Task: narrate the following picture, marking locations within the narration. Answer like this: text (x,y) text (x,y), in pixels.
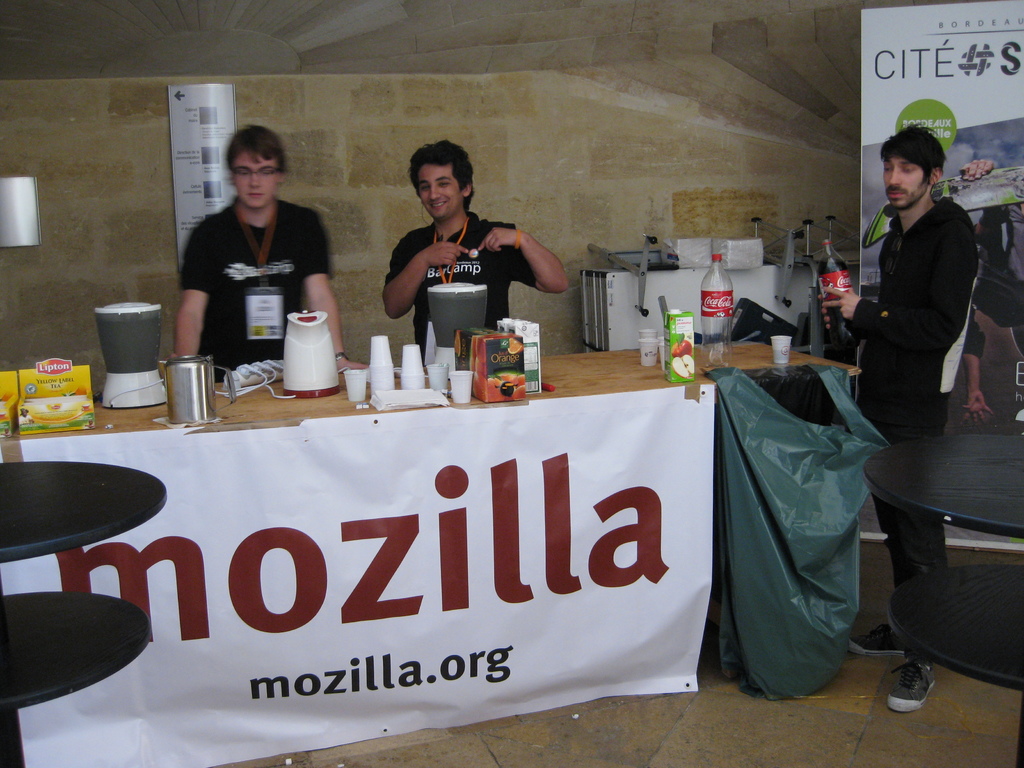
There are few people (250,317) standing at the table (322,511). On the table (105,427) there are grinders (134,340), glasses (385,376), food material (675,337), water bottles (722,322) and we can also see banners (437,631) and hoardings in this image.
